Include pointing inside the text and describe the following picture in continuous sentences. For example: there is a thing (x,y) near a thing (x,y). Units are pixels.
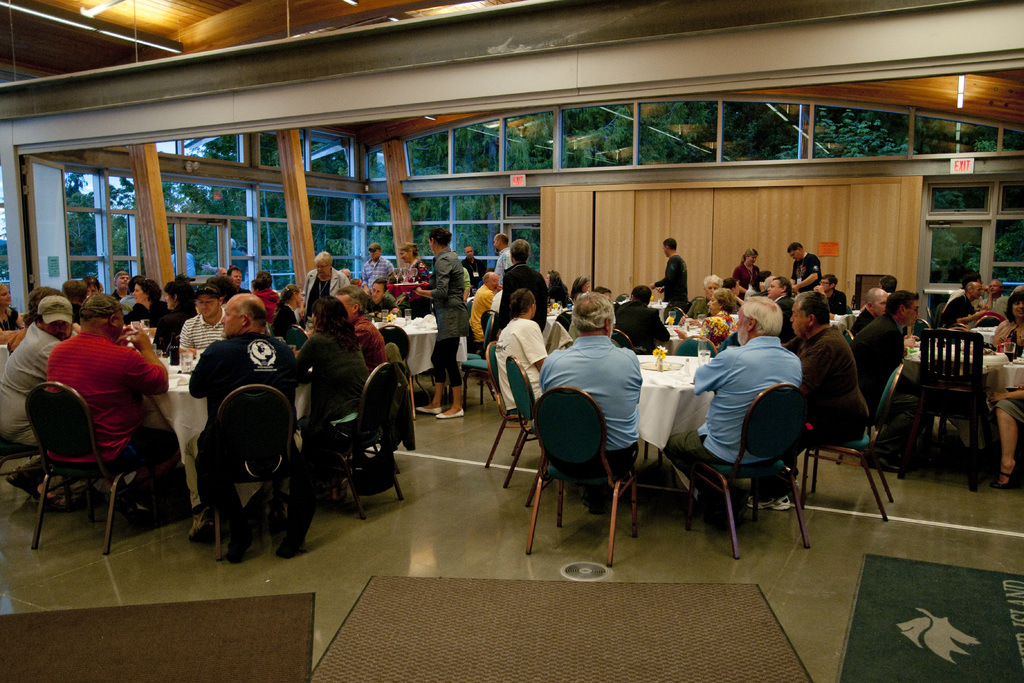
This picture shows a group of people (1005,485) seated in a room (365,234) and we see few people (442,325) standing and we see tables (677,379).
